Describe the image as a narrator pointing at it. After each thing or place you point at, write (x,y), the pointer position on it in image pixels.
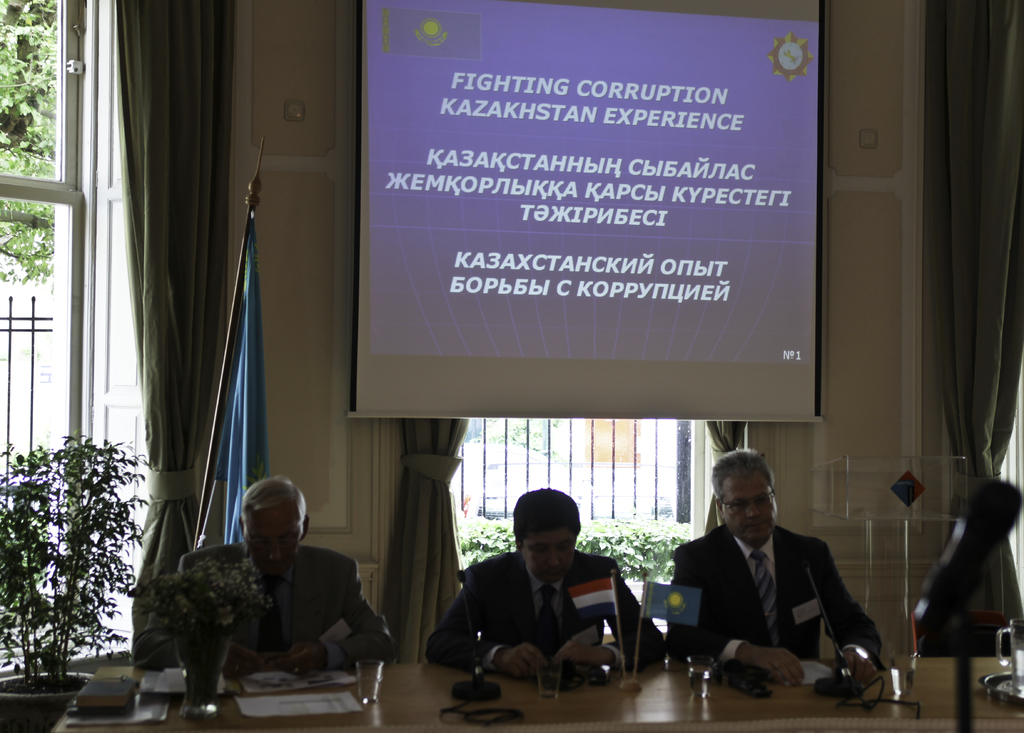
In this image we can see these people (340,577) wearing blazers (494,577) and ties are sitting on the chairs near the table (920,663) where we can see glasses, papers (157,682), flags (674,613) and a few more things (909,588). In the background (22,492), we can see a flower pot (63,529), projector screen (532,388) on which some text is displayed, flag (248,389), curtains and the glass windows (673,474) through which we can see vehicles (588,486) and trees (552,425) can be seen.
